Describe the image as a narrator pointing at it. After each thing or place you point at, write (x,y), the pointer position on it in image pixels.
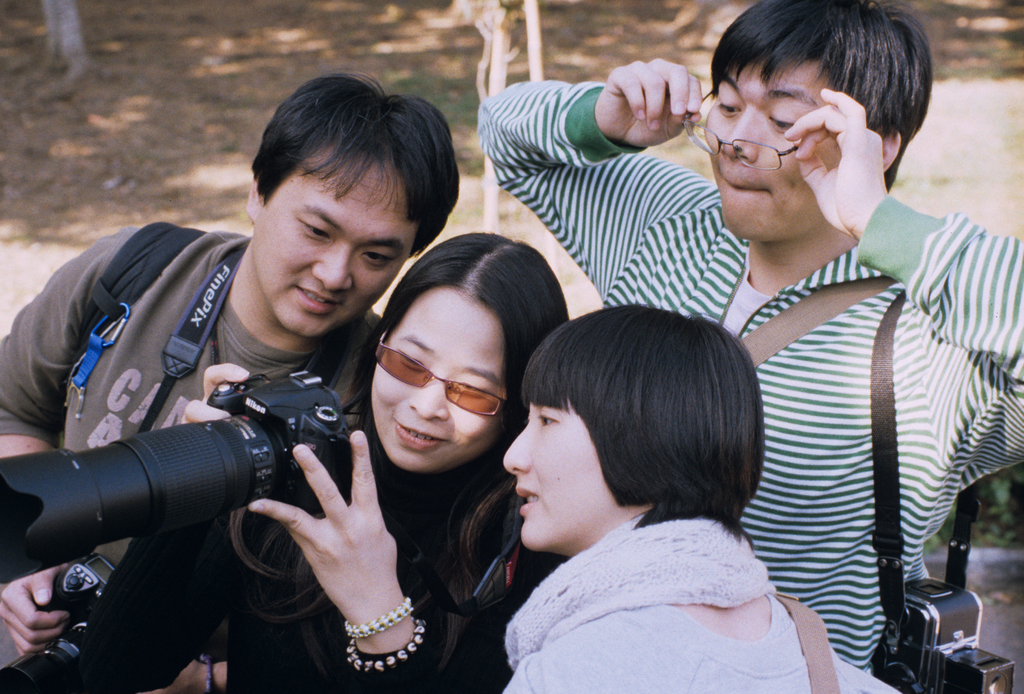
In this picture we can see four persons (830,114) were in middle (402,383) woman (396,421) holding camera (146,450) in her hand (366,473) and looking at it and here this person (818,165) moving his spectacles (747,155) and in background (173,77) we can see land (148,72).
